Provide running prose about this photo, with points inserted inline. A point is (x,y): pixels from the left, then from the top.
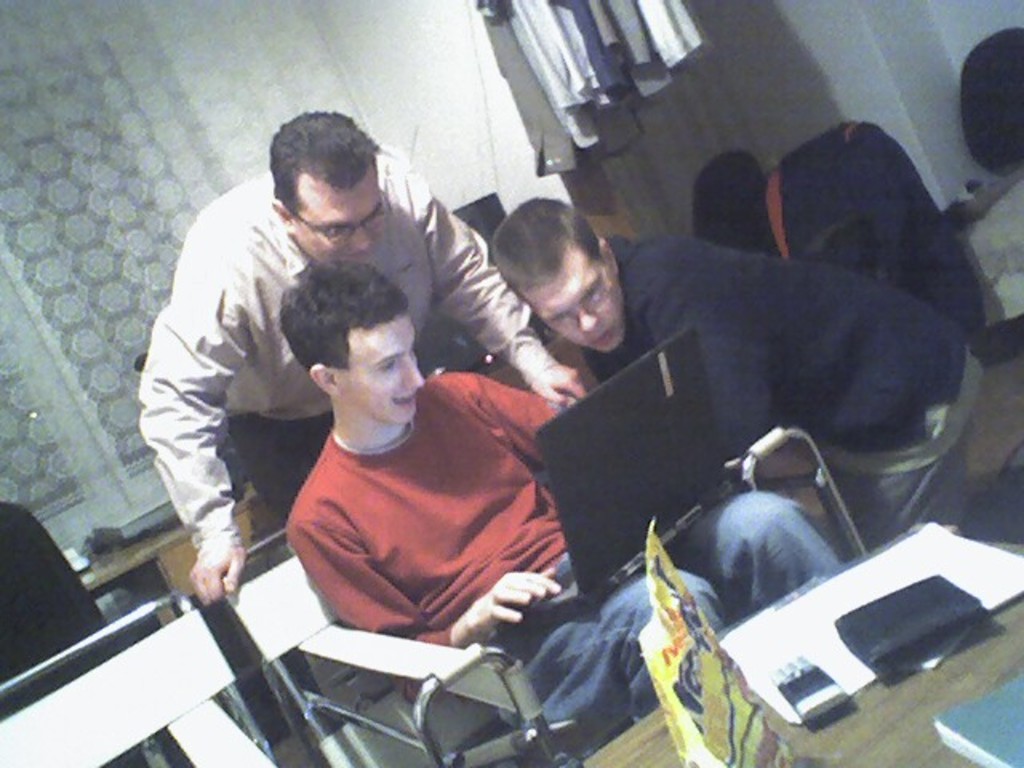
In this image I can see three men (438,529) among them this man (484,520) is holding a laptop (582,515). In the background (576,92) I can see clothes (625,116), tables (155,557) and other objects (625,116). Here I can see some objects (778,701) on a wooden surface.
